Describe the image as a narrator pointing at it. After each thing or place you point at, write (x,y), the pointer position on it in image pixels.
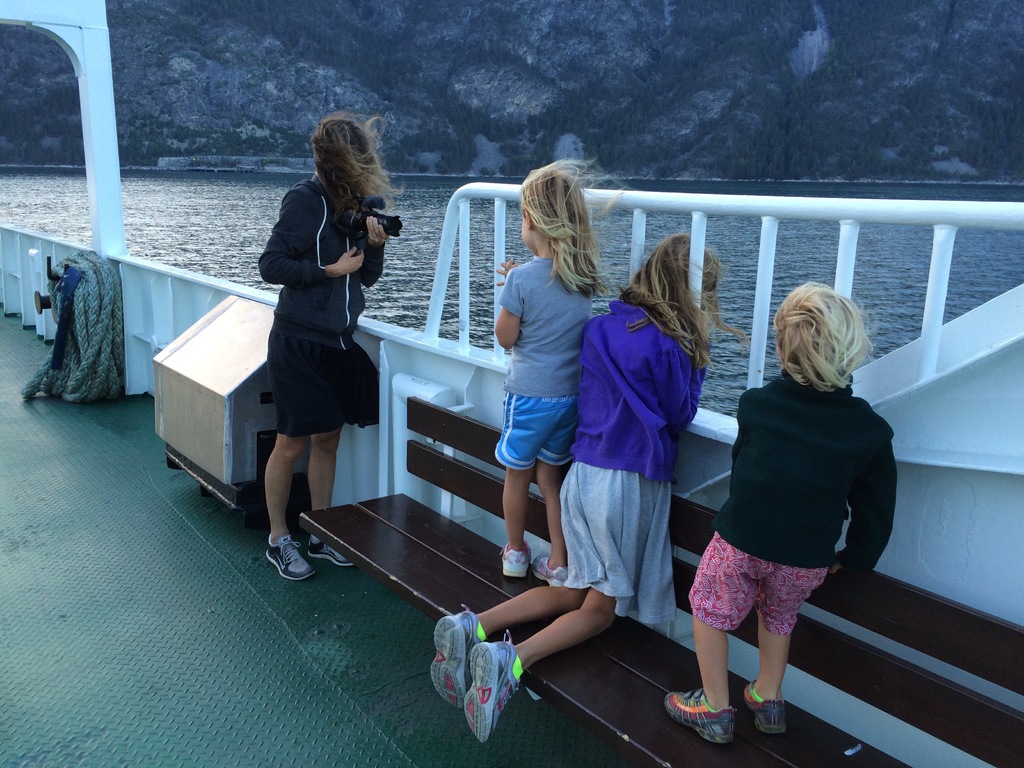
In this image I can see few people (329,229) and they are wearing different color dress (515,452). One person (327,294) is holding camera (356,222). They are inside the white boat (175,594). I can see a rope (105,351), water (193,194) and mountains (582,80).
